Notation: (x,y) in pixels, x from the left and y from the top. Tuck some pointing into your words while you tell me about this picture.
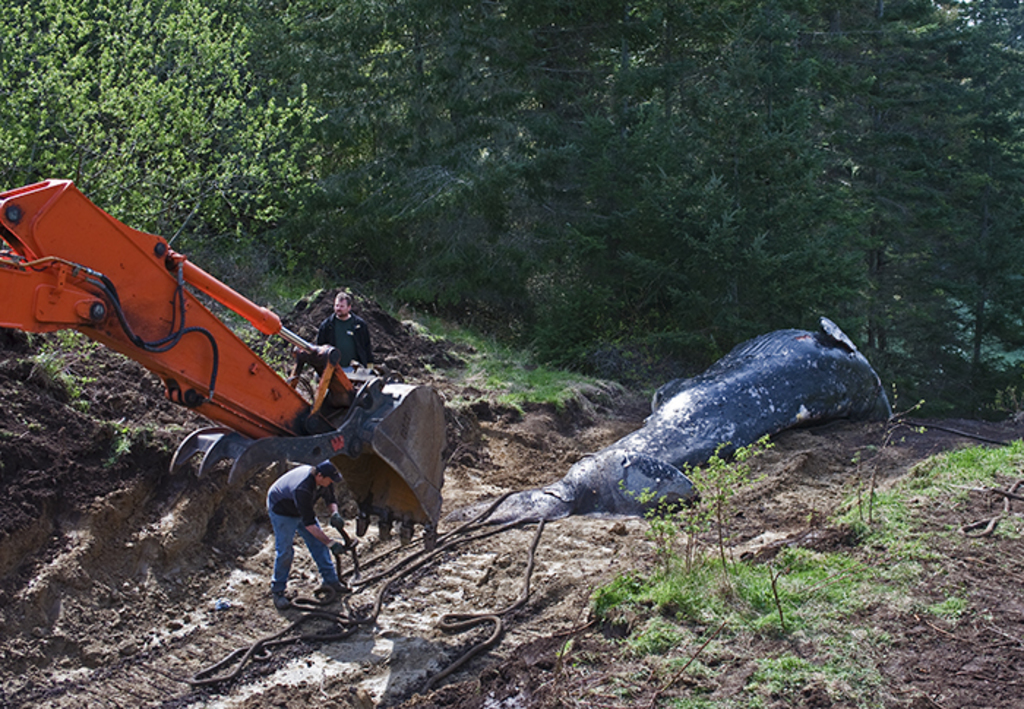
In this picture we can see two men (301,477) and an earth moving vehicle (103,249), in front of them we can find a whale (721,415) on the ground (827,446), and also we can see trees (458,120).
